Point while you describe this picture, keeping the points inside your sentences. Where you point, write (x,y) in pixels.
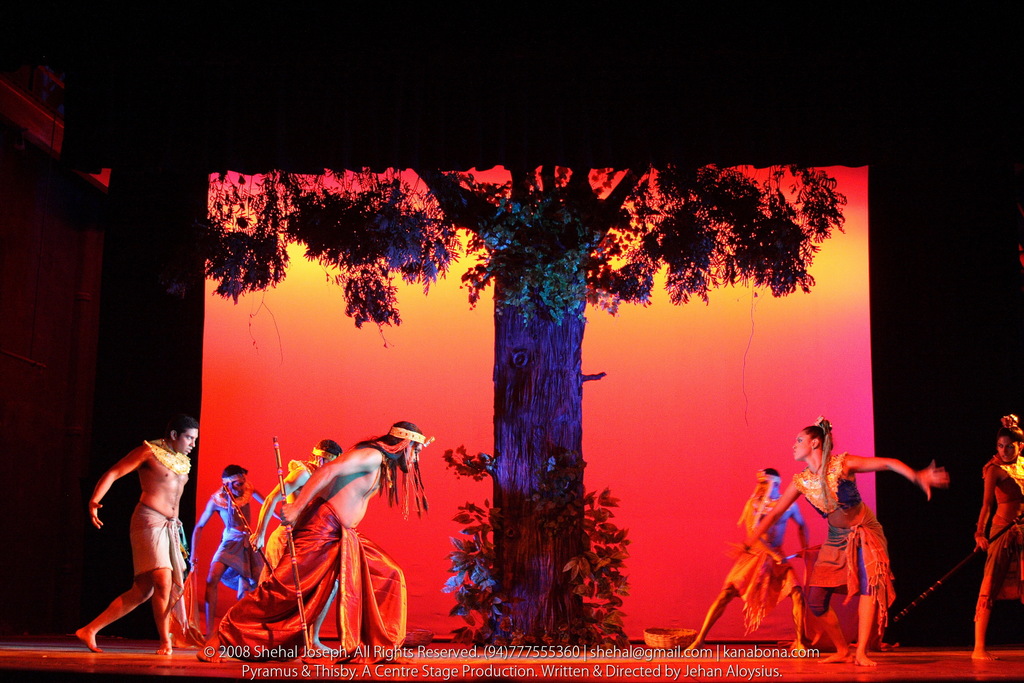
There are people (367,597) and we can see tree (593,538). In the background (991,94) it is dark.
